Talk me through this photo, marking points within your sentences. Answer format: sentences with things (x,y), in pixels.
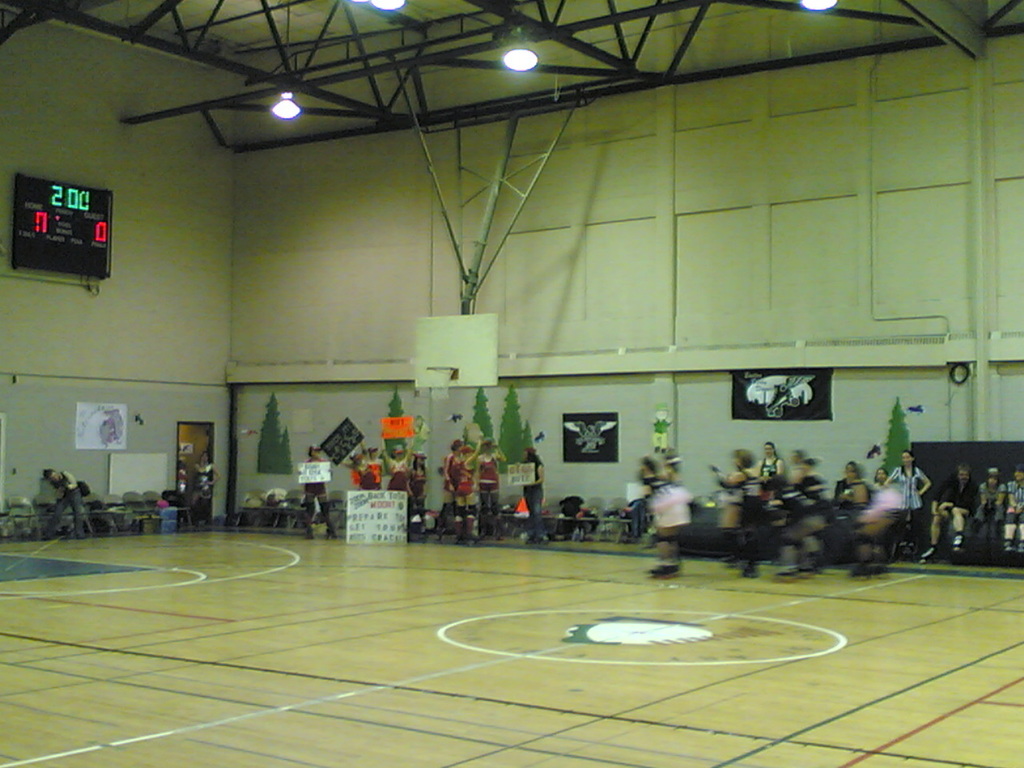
In this image we can see persons (810,531) standing on the floor (556,552). In the background (66,265) we can see display screens (63,204), iron grills (407,83), electric lights (525,62), walls (273,228), pictures (114,431) pasted on the wall (822,436) and markings (276,569) on the floor (626,629).
